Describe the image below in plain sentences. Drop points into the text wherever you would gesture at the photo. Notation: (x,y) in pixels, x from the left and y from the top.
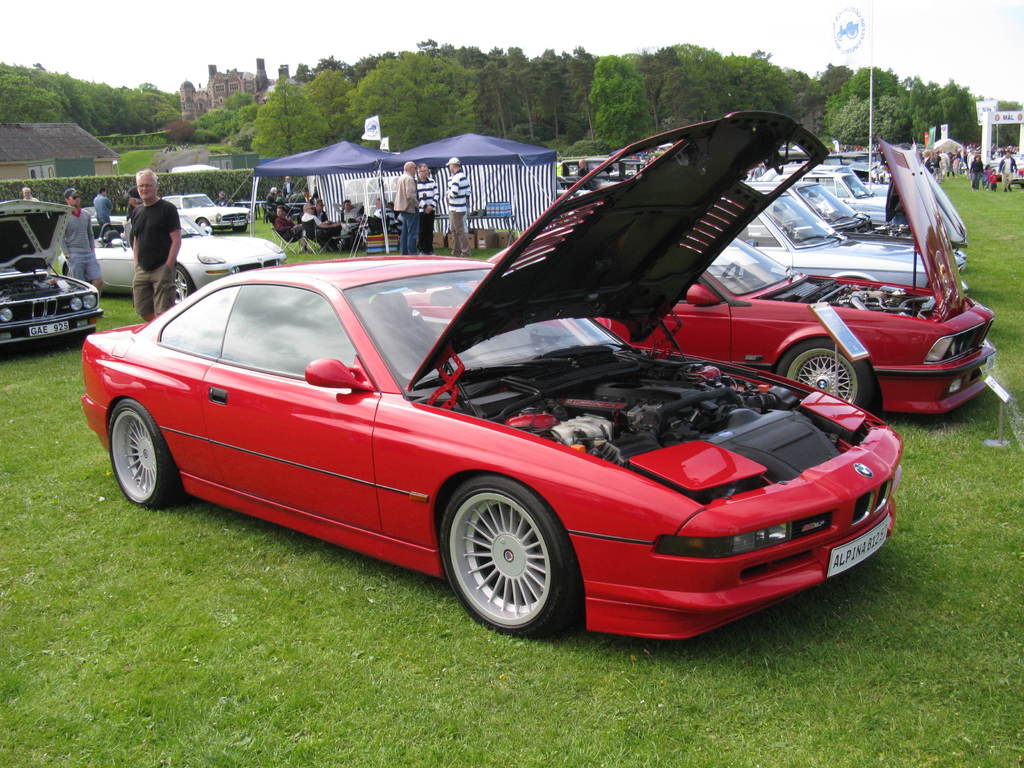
In this image there is a ground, on the ground (962,193) there are few vehicles (535,281), persons (169,300), tents (512,179), under the tent (362,182) there are few people (327,224), sitting on the chairs (326,232), trees (586,129), at the top (186,26) there is the sky (124,23), on the left side (3,166) there is a house (16,175), bushes (78,187), on the right side (991,172) there are few people (1011,171).
